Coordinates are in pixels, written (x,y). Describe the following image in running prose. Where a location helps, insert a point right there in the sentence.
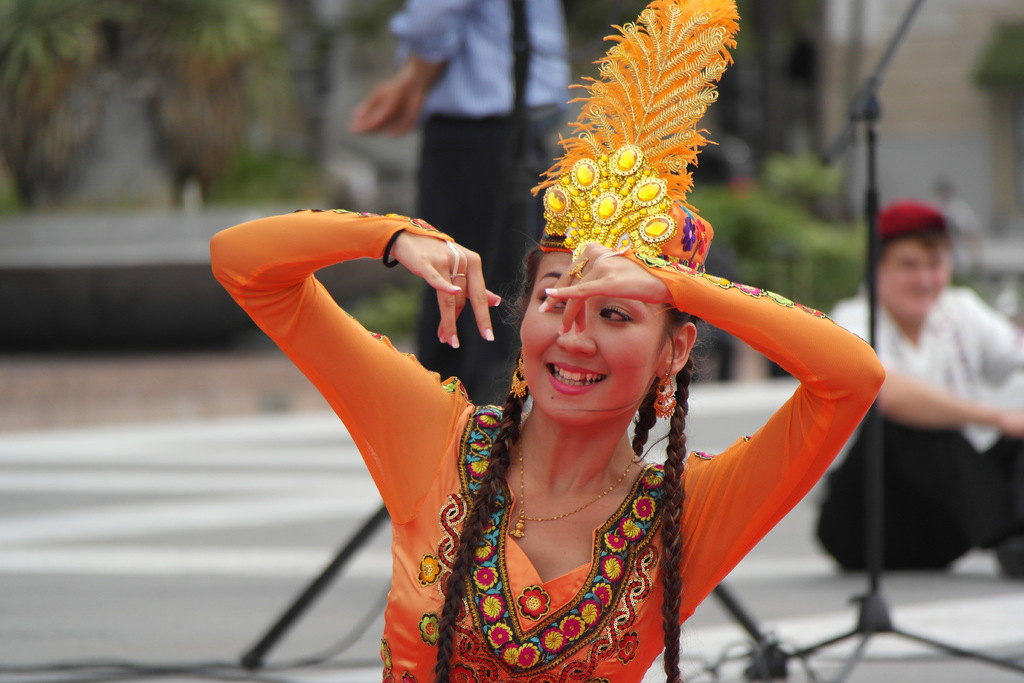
In this picture we can see a woman (596,559) is dancing in the front (541,546), on the right side (901,443) there is a person (931,444) sitting, in the background (790,272) we can see plants (274,66), tripods (874,432) and another person (527,111), we can see a blurry background (465,60).
